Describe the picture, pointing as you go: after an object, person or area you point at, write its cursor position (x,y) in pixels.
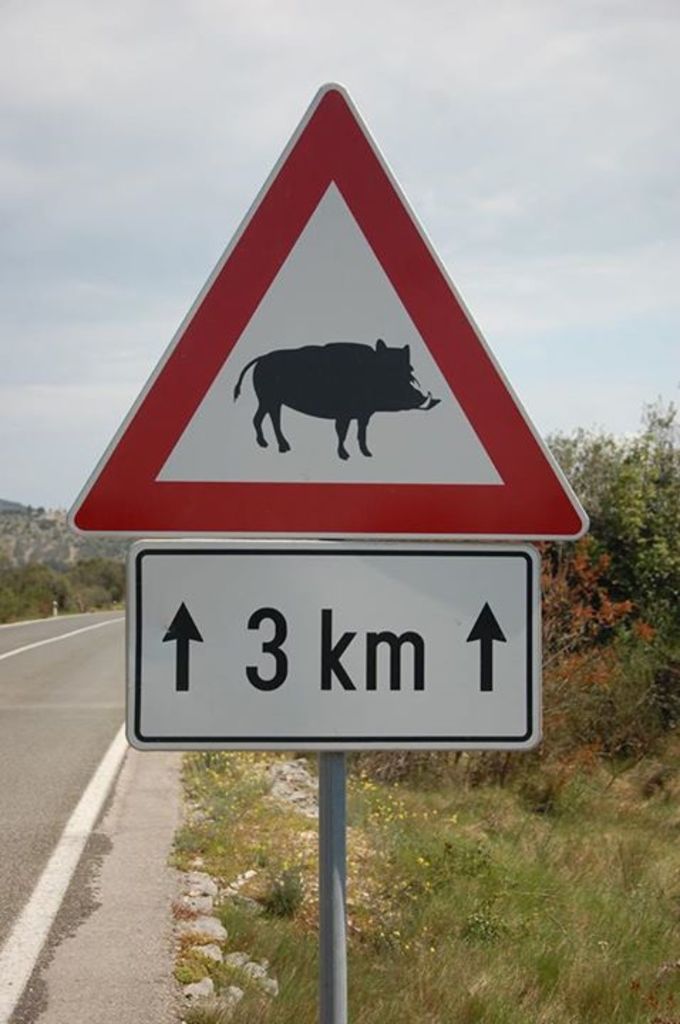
In this image we can see a road (77,816) and a sign board (360,510), we can see the ground (308,819) with grass (658,955) and trees (620,513). In the background (71,582), we can see few trees (123,576) and there is a sky (493,278).
